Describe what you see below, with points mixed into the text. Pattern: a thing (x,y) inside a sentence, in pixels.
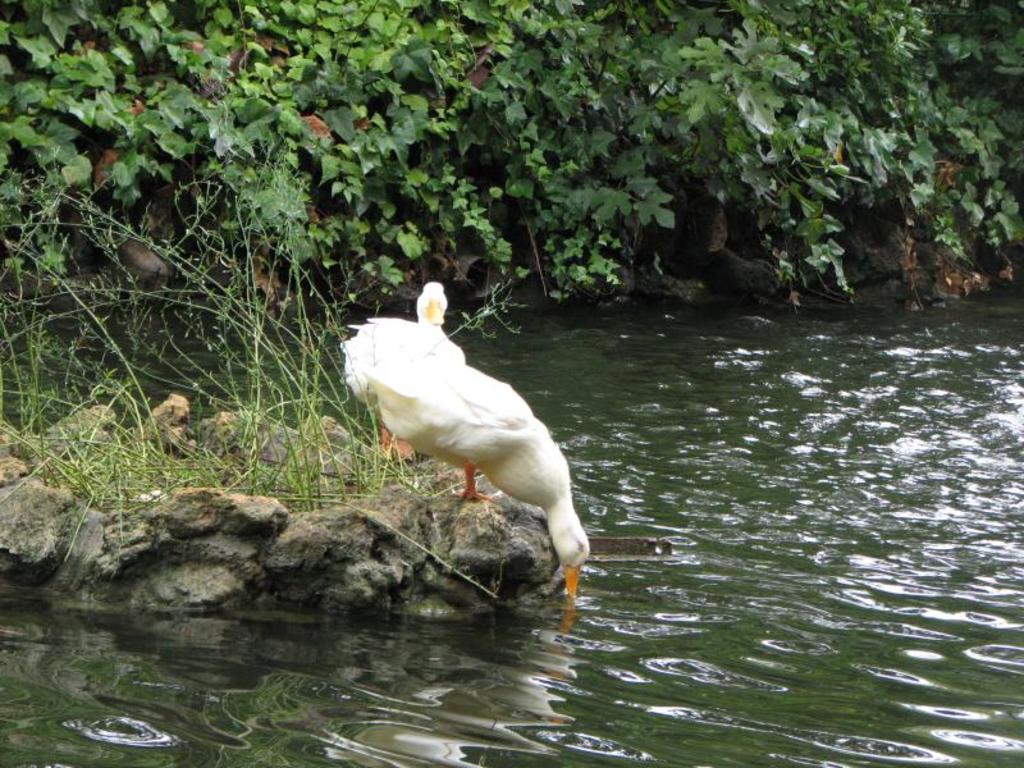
This image consists of two ducks (485,437) in white color. In the front (535,428), the duck (573,515) is drinking water (591,672). At the bottom (912,641), there is water (511,680). On the left (209,528), we can see a rock (238,510). In the background (526,91), there are trees (514,213).
